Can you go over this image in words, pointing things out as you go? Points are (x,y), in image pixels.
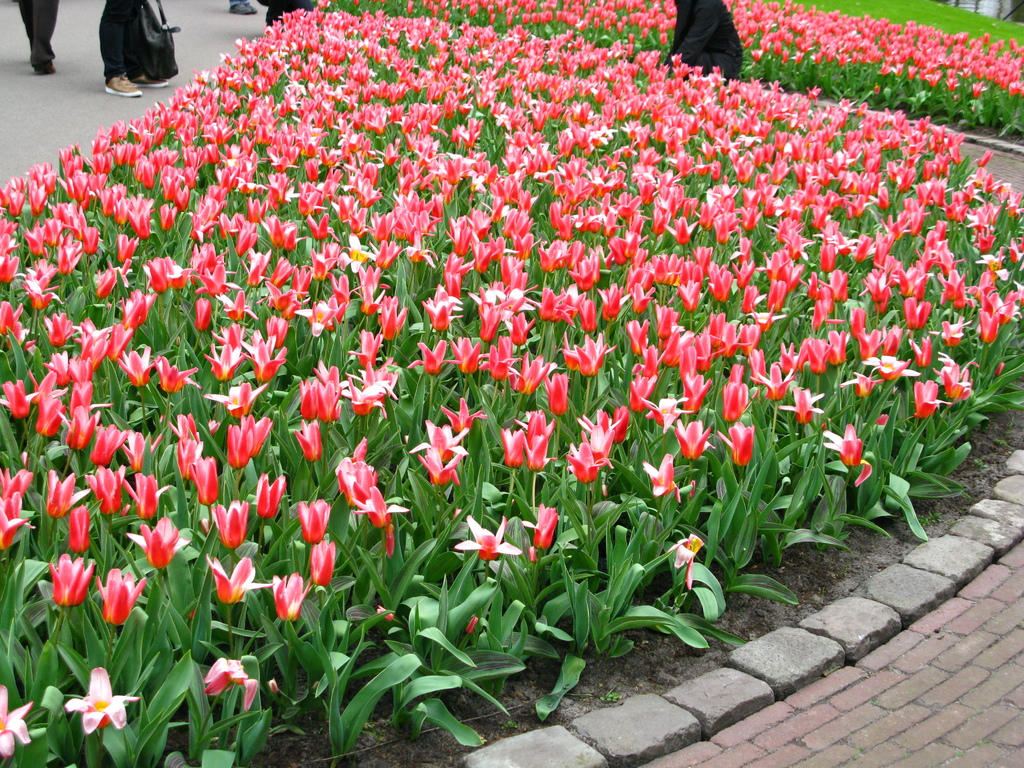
In the picture I can see many pink color tulip flowers (505,373) of the plants (192,293). Here I can see the stones (844,624) and in the background (21,45), I can see people (29,33) walking on the ground (14,71).
